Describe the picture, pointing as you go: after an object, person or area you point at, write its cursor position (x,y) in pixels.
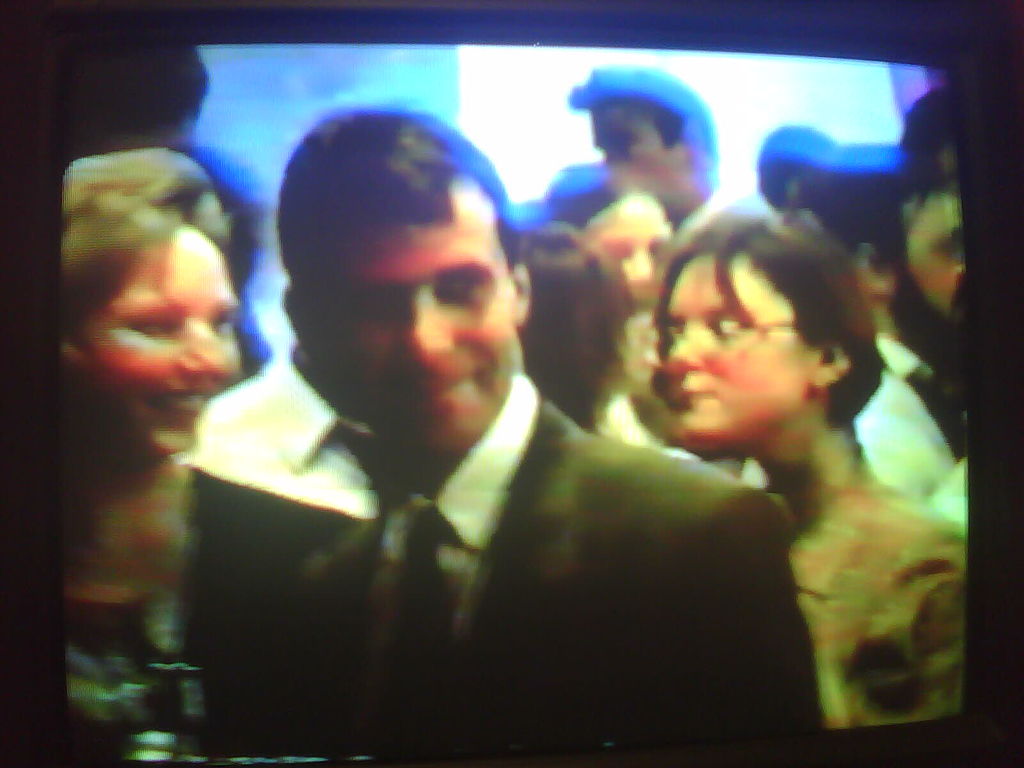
There are people (499,376) in the foreground area of the image (460,165) and light (502,122) in the background (511,143).
